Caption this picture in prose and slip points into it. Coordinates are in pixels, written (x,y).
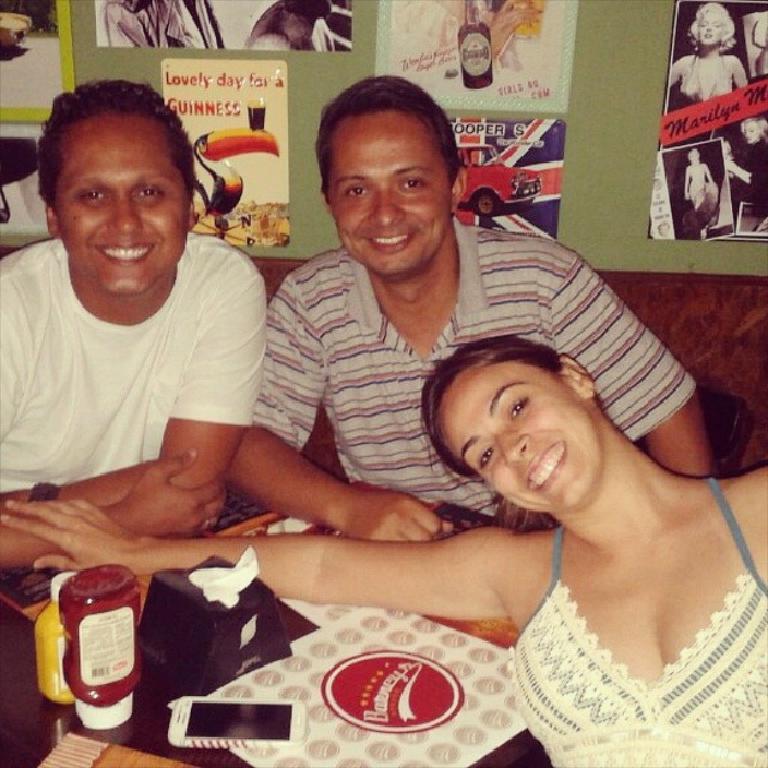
In the image there are three people (401,524) sitting around a table (148,693), the woman (550,621) is laying her hand (364,550) on the table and there are tissues (204,640), some sauce (41,630), a mobile phone (227,715) on the table (37,761) and behind them there is a wall (305,175) and there are many posters (198,68) attached to the wall (602,36).
